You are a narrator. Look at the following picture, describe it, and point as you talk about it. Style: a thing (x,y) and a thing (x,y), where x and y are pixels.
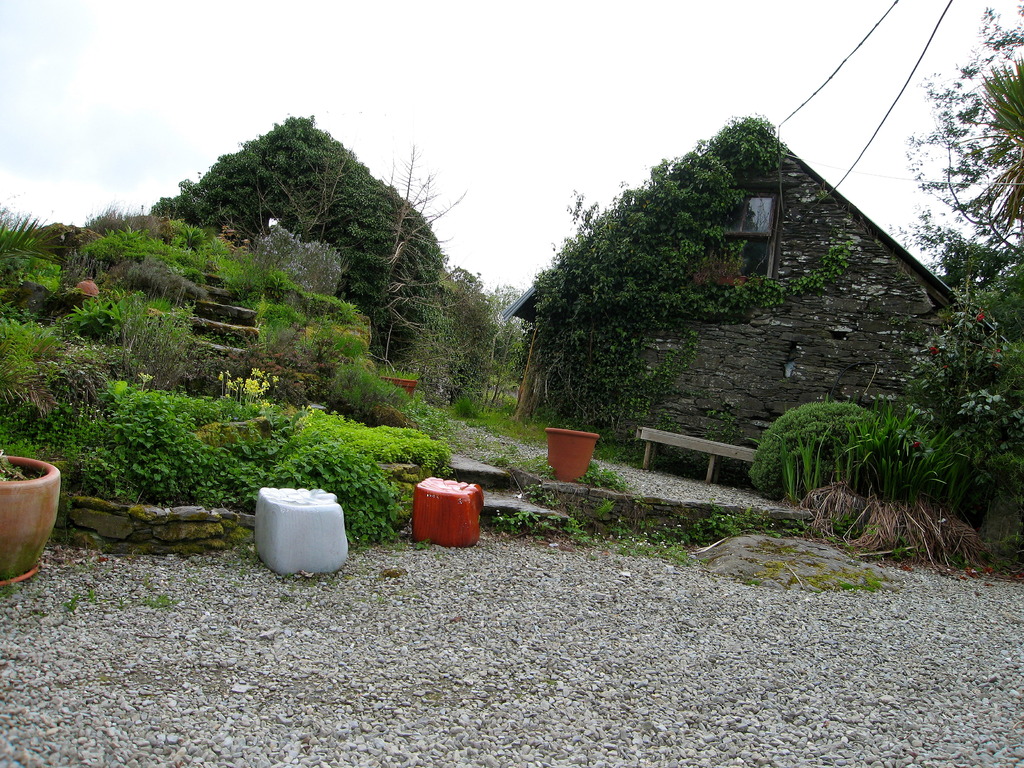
In this image there is a house (793,261), there are plants (468,403), pots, trees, stones (553,625), and in the background (492,127) there is sky (601,69).
